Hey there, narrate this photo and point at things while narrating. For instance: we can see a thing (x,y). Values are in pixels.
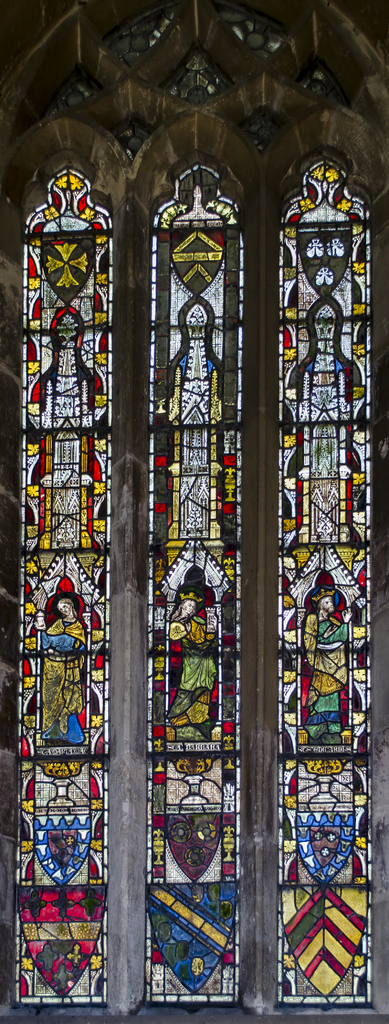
In this image we can see a stained glass (213,966) on the wall (310,50).
